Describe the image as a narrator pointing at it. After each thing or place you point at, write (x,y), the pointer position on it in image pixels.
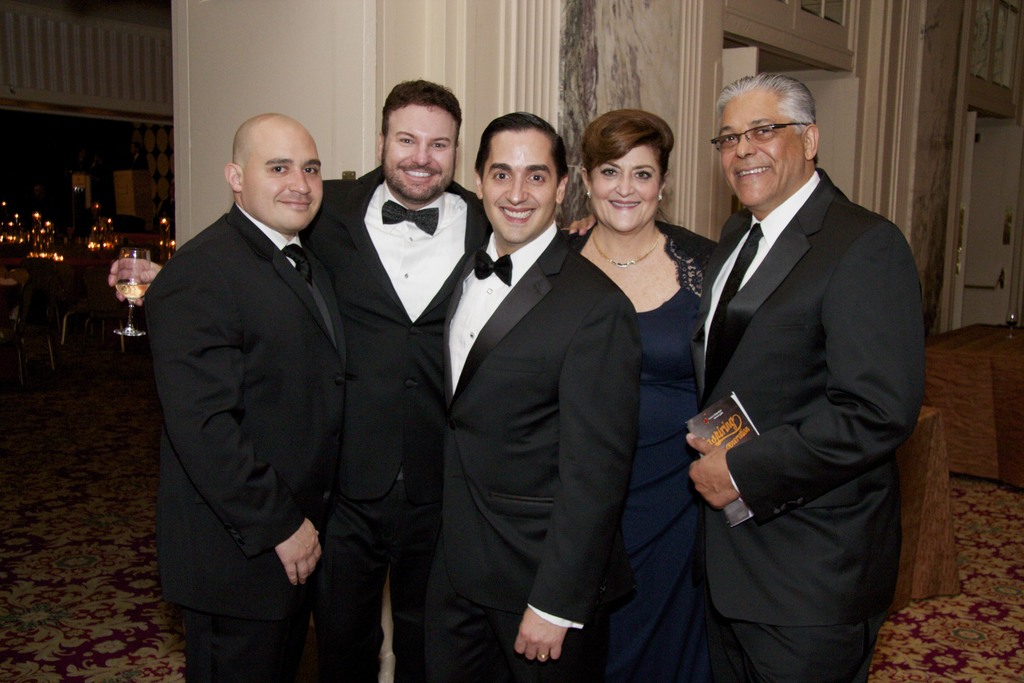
In this picture we can see five persons (660,332) standing and smiling, a man (375,260) second from the left side (114,282) is holding a glass of drink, in the background (75,310) there are some chairs (52,277) and tables (61,272), there is a door (974,255) on the right side (994,180), a man (829,368) on the right side (781,407) is holding a book (710,431).
